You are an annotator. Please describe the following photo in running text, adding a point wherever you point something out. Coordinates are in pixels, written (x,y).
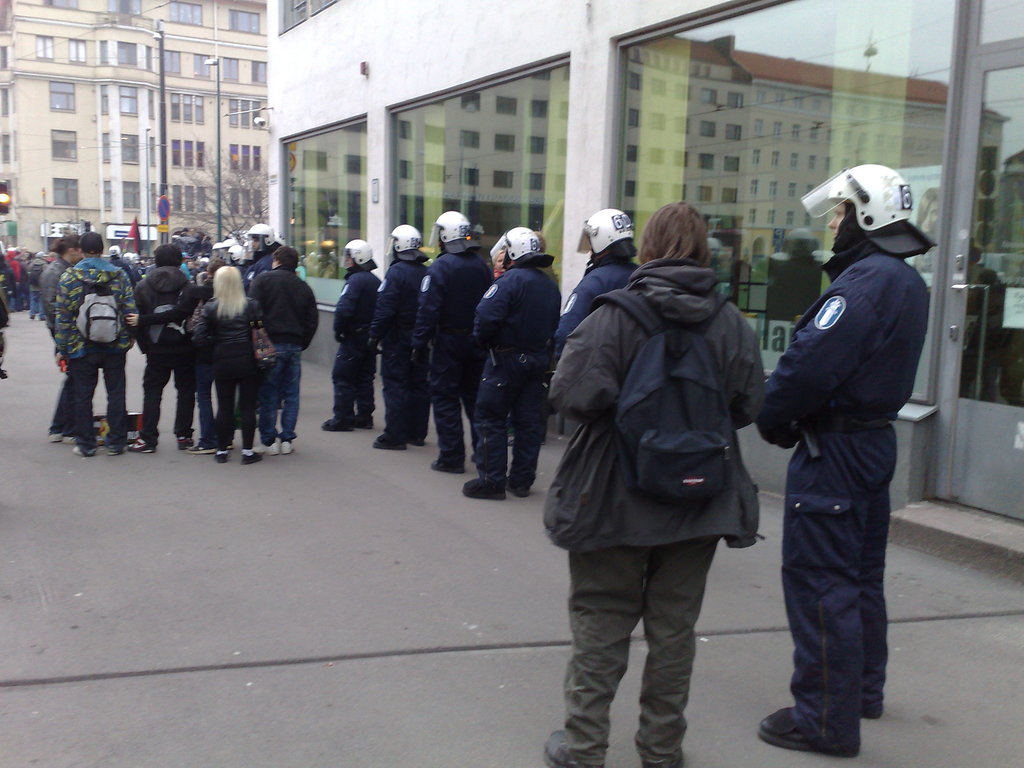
There are groups of people (410,341) standing. This is a building (72,118) with the windows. I can see a pole (149,214). This looks like a tree (248,197). These are the glass doors (1004,367). I can see the reflection (813,163) of the buildings (682,152) and the people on the glass door (752,188).
